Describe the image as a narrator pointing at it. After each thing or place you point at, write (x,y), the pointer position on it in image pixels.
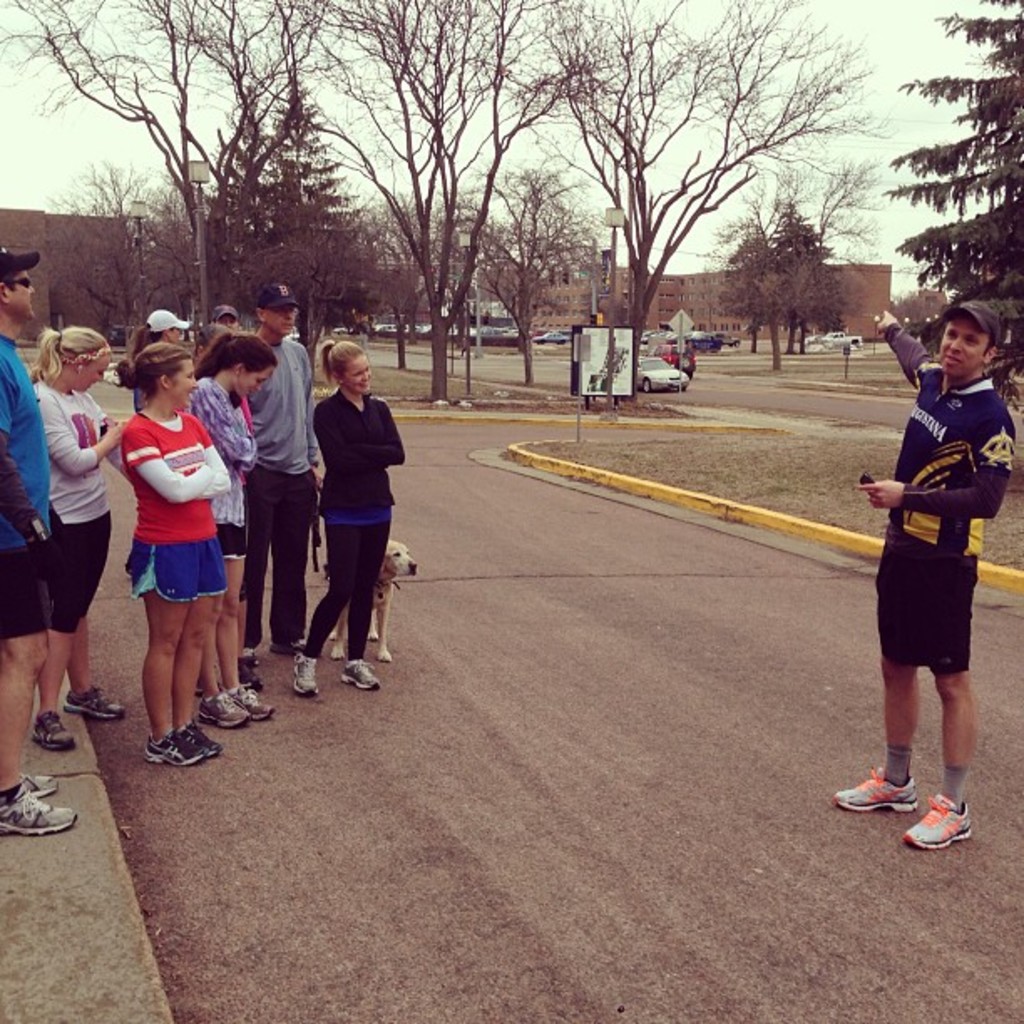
In this picture we can see people (177,325) standing on the road (800,625) surrounded by trees (246,251) and buildings (685,302).
